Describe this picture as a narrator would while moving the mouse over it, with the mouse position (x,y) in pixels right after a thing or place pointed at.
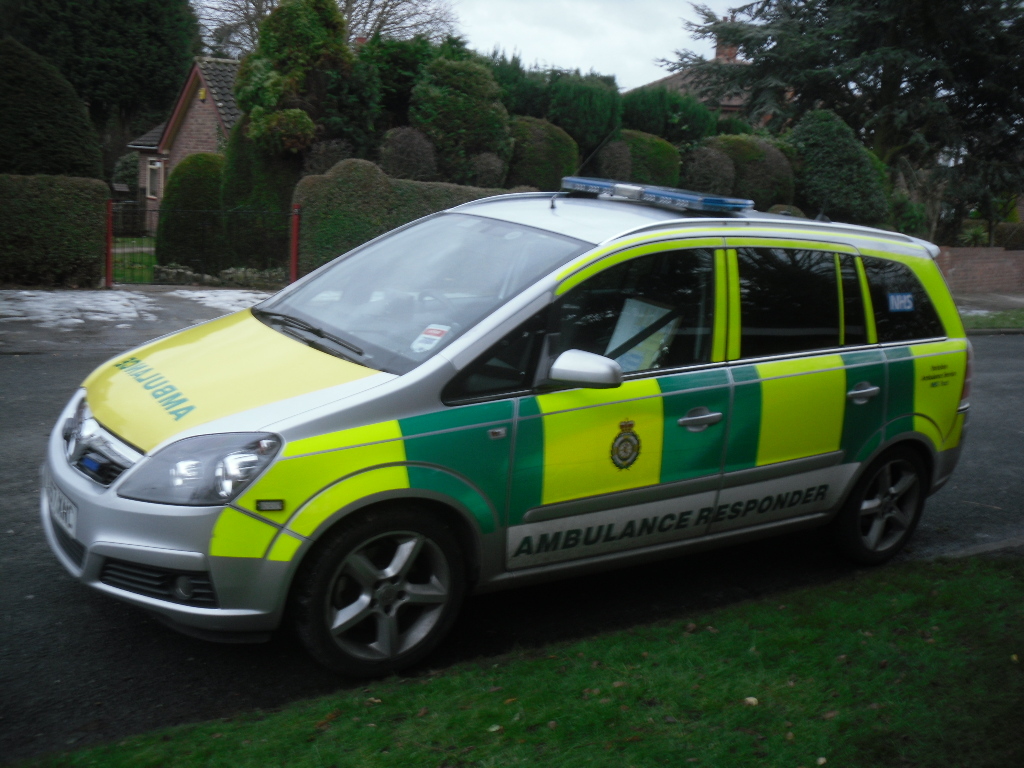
In the picture I can see a vehicle (484,429) which has ambulance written on it and there is a greenery ground (571,645) beside it and there are few trees (369,138) and houses (726,104) which has chimneys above it in the background (738,100).
